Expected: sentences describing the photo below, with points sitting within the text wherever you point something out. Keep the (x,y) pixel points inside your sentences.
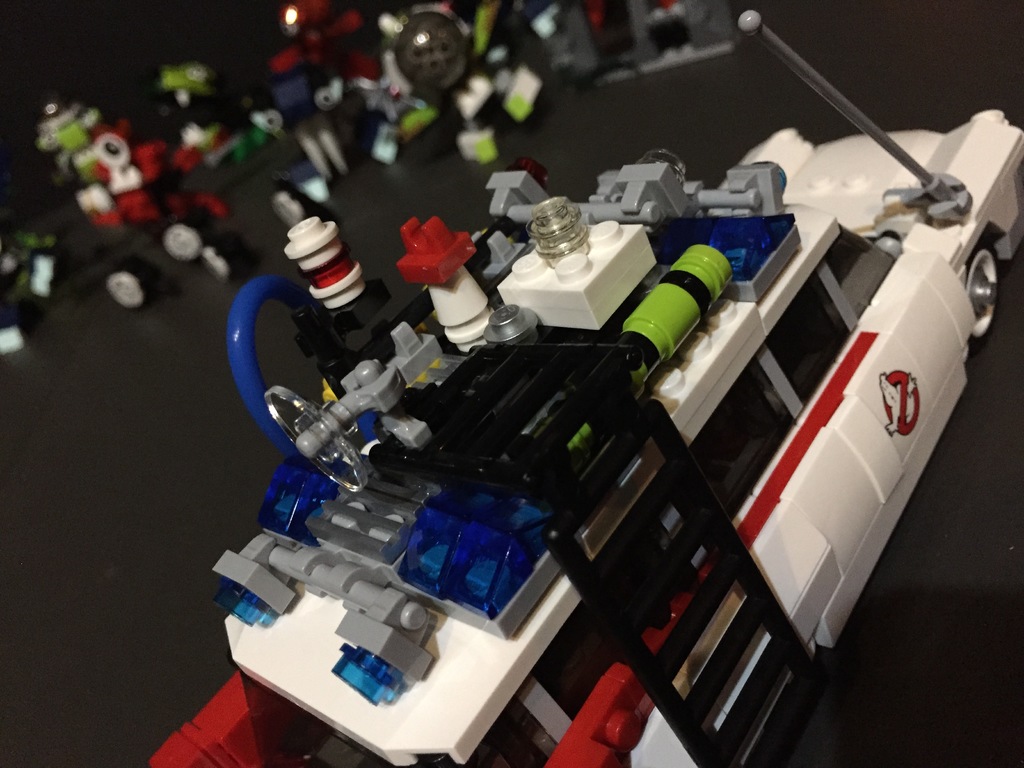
In this picture there is a model of toy car (817,524) in multi color and there are other parts (118,167) at the left side of the image (158,151).
